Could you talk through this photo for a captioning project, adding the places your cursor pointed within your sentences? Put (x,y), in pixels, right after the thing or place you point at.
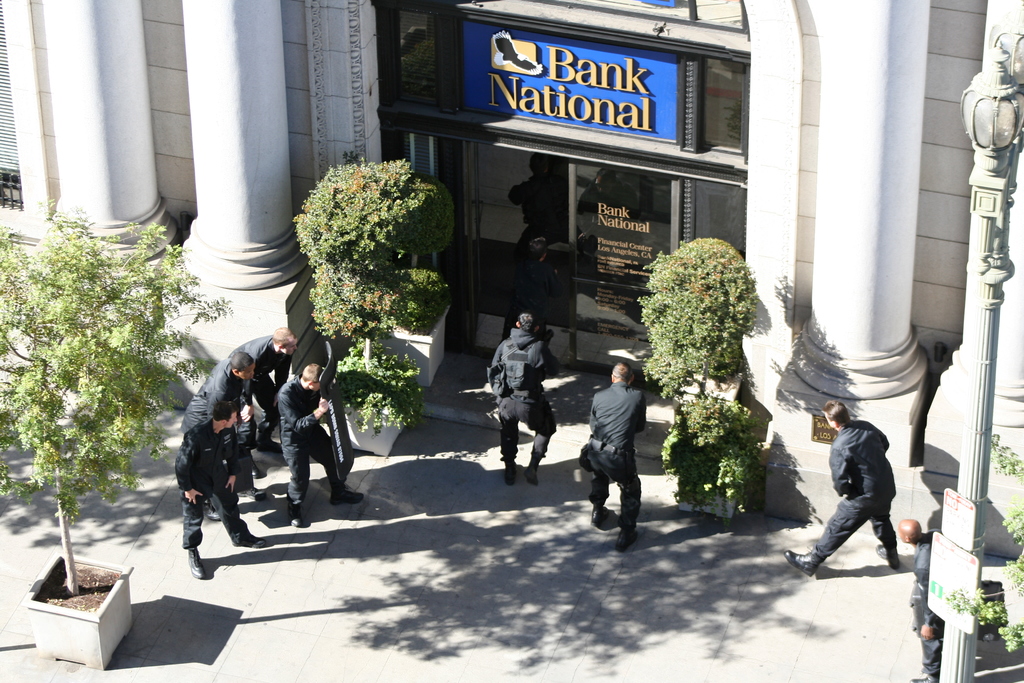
In the center of the image (502,432) we can see two people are walking. In the background of the image (325,321) we can see the plants (687,266), pots (694,385), pillars (908,276), pole (971,439), lights (1019,95), boards (957,504) and some people (187,486) are standing and a man (326,401) is holding a board (341,421). At the top of the image (505,154) we can see the wall (794,240), glass door (603,213), board (604,111). At the bottom of the image (491,611) we can see the road (488,524).
